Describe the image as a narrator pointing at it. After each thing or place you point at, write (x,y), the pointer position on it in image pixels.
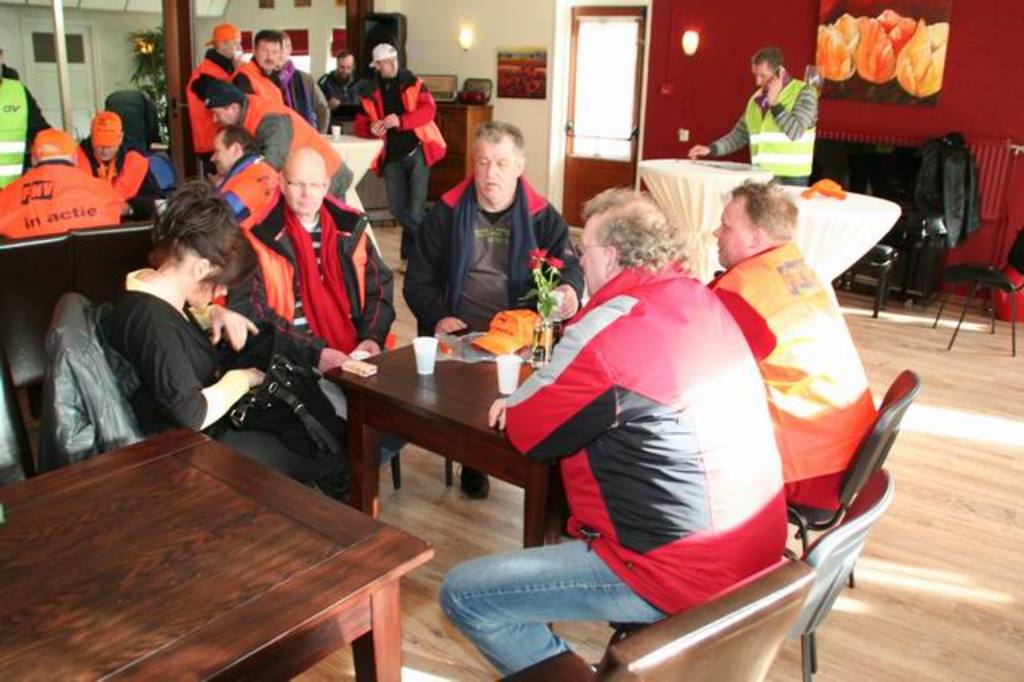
Few persons (76,176) are sitting on the chairs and few persons (784,112) are standing, this person (784,112) holding telephone (776,83). On the background (699,19) we can see wall (747,28), lights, door (608,60), frame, tree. We can see tables (131,453) and chairs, on the table (480,366) we can see glasses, cap (523,331), flower (535,290). This is floor (976,341).
